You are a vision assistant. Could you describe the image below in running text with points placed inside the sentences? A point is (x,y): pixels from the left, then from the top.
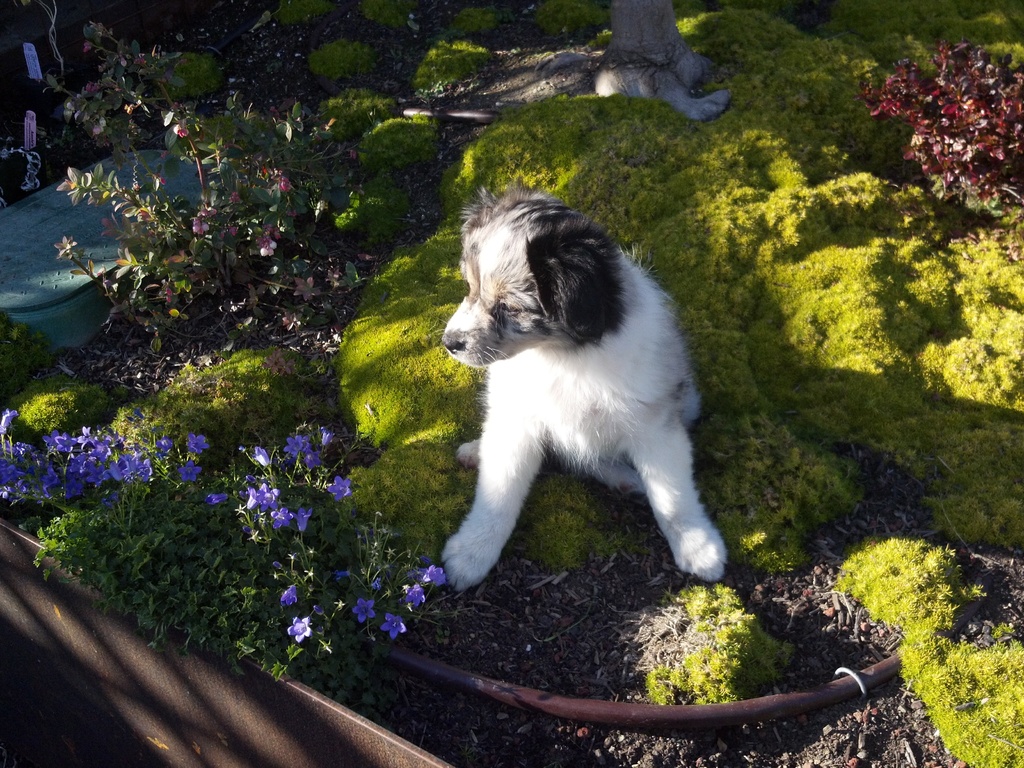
In this picture we can see a dog (596,459) sitting on the grass (735,335). Here we can see plants (249,490) and flowers (141,472).
